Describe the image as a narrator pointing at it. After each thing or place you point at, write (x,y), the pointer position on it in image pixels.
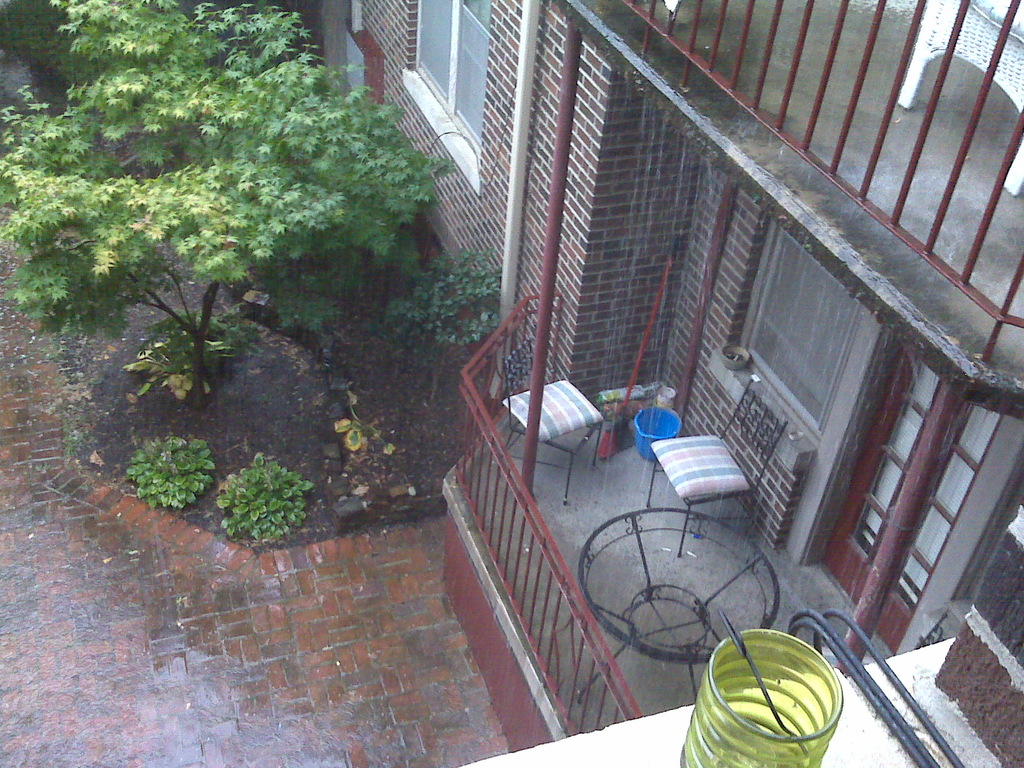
In this image I can see a building (908,412), there is a table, bucket (647,419), chairs (562,431) visible in the balcony (619,477) of the building (639,500), and the building (437,21) visible on the right side (724,273) and there is a tree (86,254) visible on the left side (182,199) and there is a mug (703,724) kept on bottom (739,744).
